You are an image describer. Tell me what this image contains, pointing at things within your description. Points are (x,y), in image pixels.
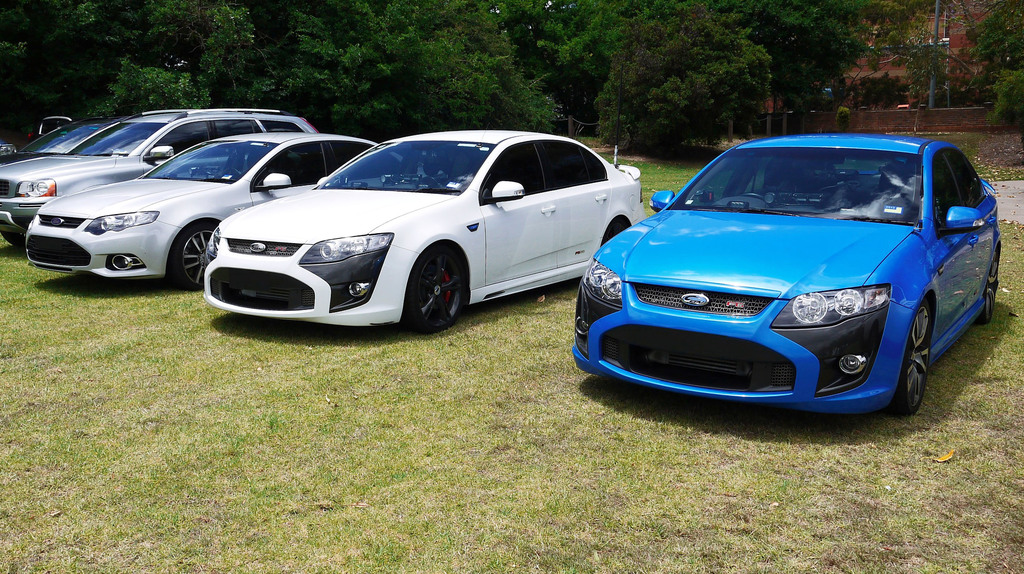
This image is taken outdoors. At the bottom of the image (226,444) there is a ground (522,446) with grass (575,434) on it. In the background (309,84) there are many trees (364,76). In the middle of the image (601,211) a few cars (542,211) are parked on the ground (1001,326).
